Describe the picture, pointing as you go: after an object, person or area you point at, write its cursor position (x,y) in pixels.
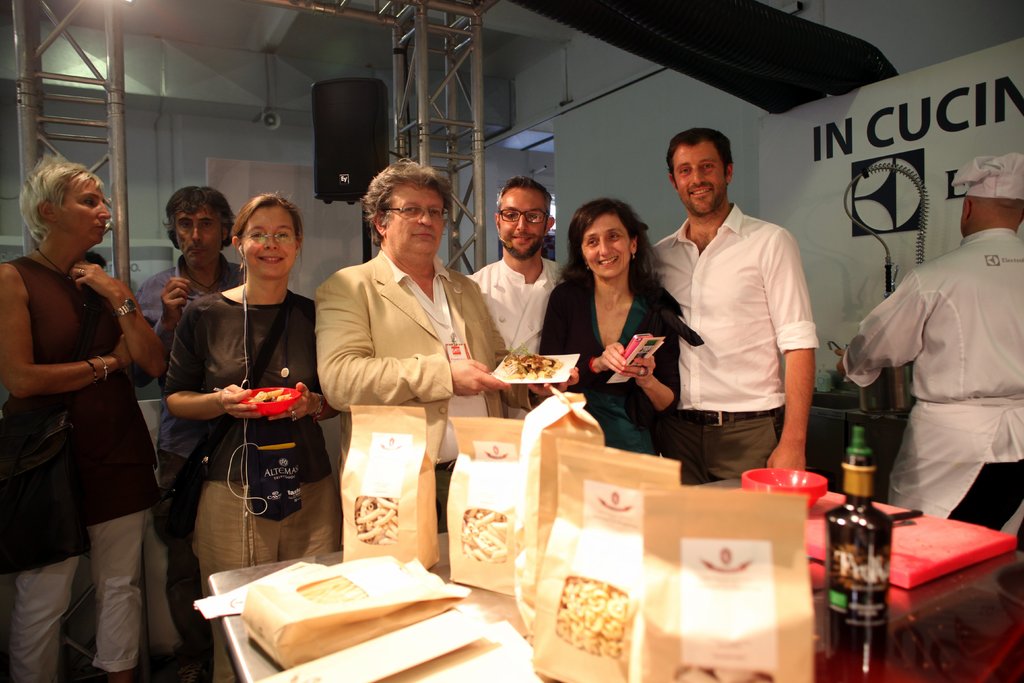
In this image I can see a table (945,667) in the front (804,643) and on it I can see few paper bags (650,549), a bottle (834,548) and few red colour things (784,479). In the background (1018,299) I can see number of people (879,343) are standing and in the front (414,361) I can see three of them (320,344) are holding things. On the right side of this image (782,200) I can see a white colour board (895,235) and on it I can see something is written. On the top side of this image (378,143) I can see few poles (31,75) and few speakers (366,89).
